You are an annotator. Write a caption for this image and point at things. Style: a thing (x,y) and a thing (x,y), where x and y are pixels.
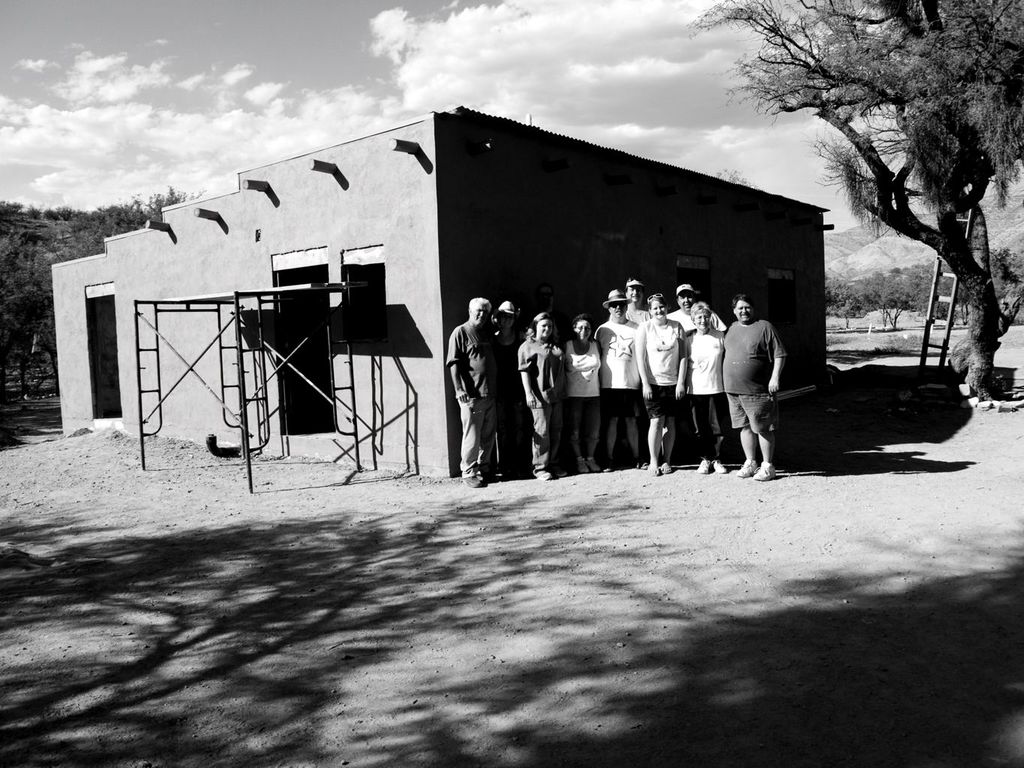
This is a black and white pic. There are few persons (496,426) standing on the ground (956,550) at the house (252,438) and we can see poles (244,448), on the right side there is a ladder (922,378) on the ground (936,407) leaning on a tree (974,289). In the background (18,323) there are trees (9,369) and clouds (132,90) in the sky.
